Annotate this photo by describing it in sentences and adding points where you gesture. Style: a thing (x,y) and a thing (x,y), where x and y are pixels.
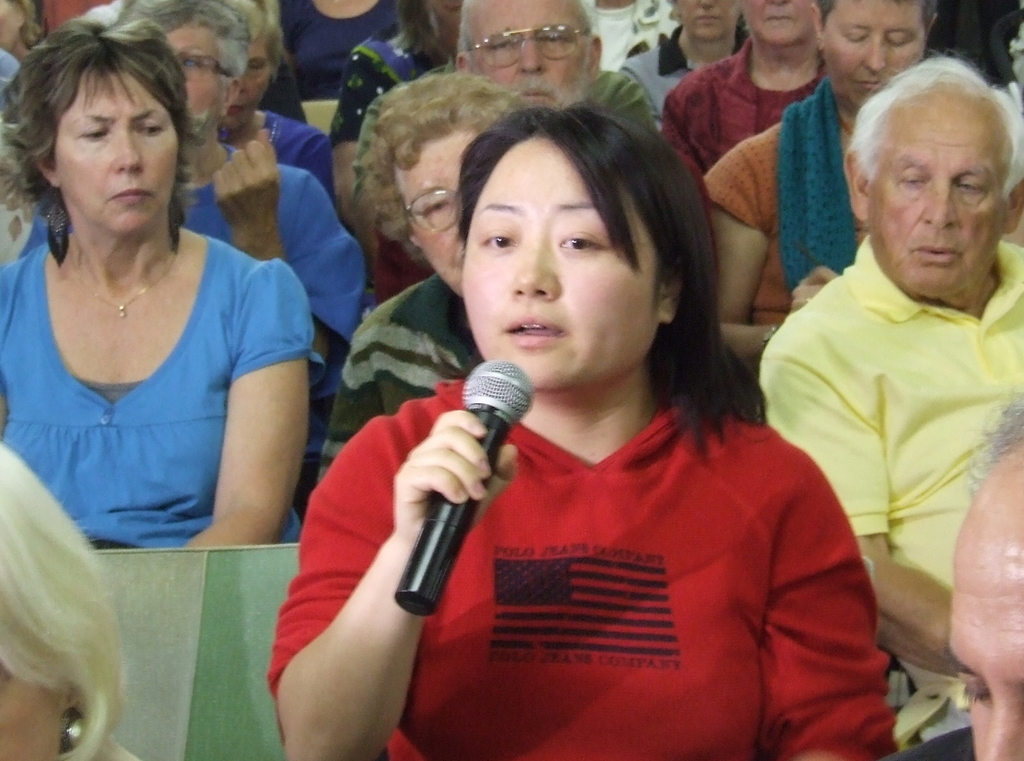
In this image there is a woman (311,754) sitting and holding a mike (395,593) in her hand (474,439) and at the back ground (267,405) there are group of persons (246,443) sitting in a chair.
